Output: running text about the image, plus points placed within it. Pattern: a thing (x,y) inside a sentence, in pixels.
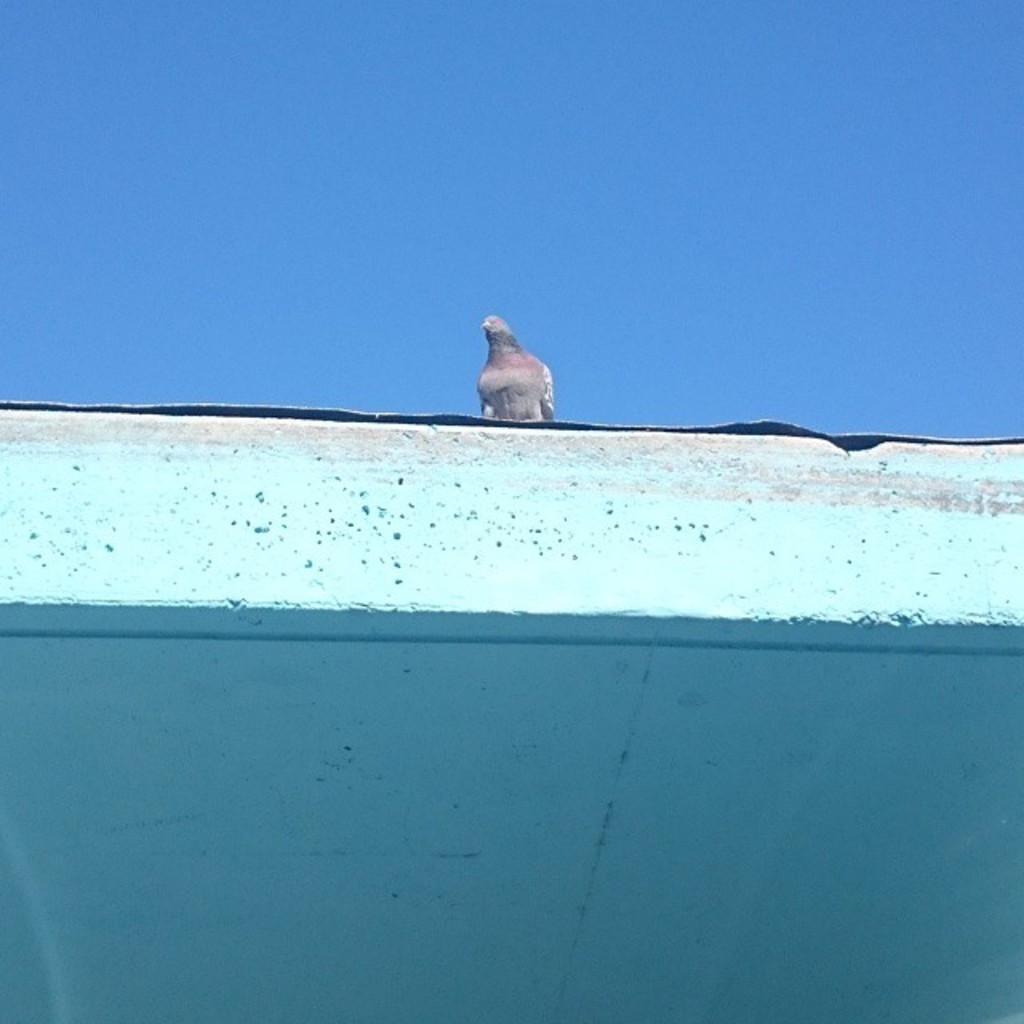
In this picture we can see the pigeon (519,398) sitting on the turquoise concrete roof (381,574). On the top (293,245) we can see the sky (350,226).
